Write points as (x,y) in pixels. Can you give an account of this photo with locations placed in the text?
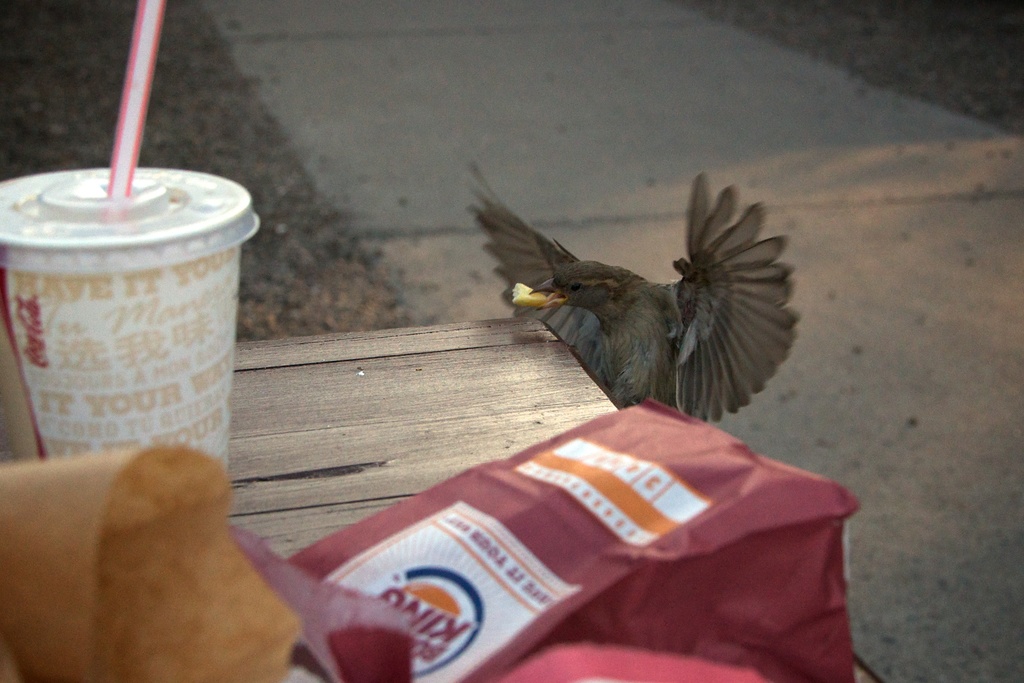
In this picture, there is a paper bag (588,513) which is in red in color is at the bottom (644,549). Behind it, there is a bird (586,342) which is in grey in color. Towards the left (180,350), there is a glass (197,239) with a straw (163,0). All the objects (117,557) are placed on the table (474,463). Towards the right (814,134), there is a lane (969,328).
